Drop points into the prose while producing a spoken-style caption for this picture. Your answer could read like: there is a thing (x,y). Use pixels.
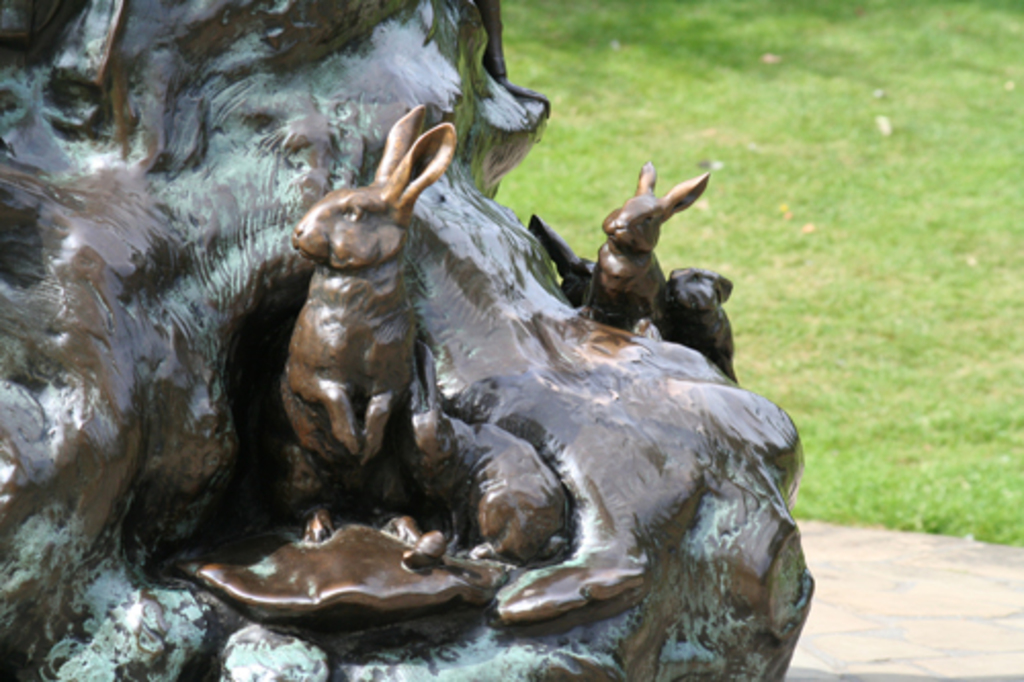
In this image there is a sculpture (562,396), in the background (876,14) there is grassland (885,267).
